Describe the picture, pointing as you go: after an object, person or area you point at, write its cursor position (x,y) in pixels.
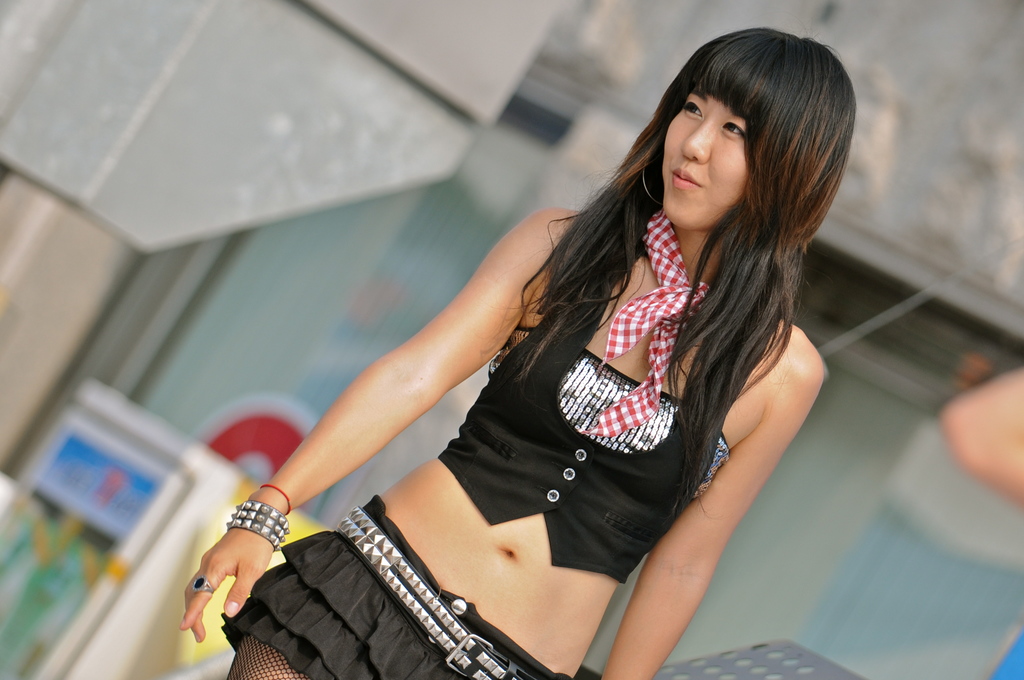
In this image I can see the person (473,491) wearing the black and silver color dress (490,474). I can also see the white and red color handkerchief (631,322) to the neck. To the right (993,431) I can see one more persons hand (993,445). In the background (511,206) I can see few objects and the building (216,293) and I can see the background (202,276) is blurry.
